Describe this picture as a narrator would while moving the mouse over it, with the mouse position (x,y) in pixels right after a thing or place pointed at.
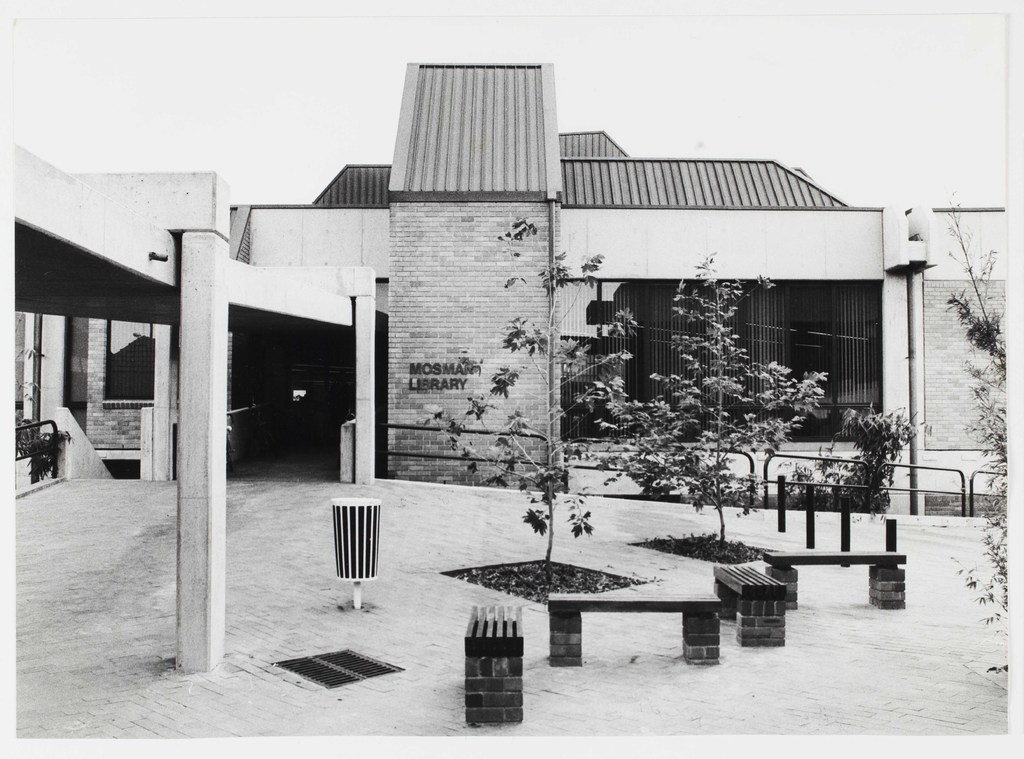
In this image in the background (963,231) there is building (20,322). In the foreground (506,637) there are benches (754,591), trees (859,496). Here there is boundary (754,473). A dustbin (359,549) is there. The sky (719,90) is clear.
